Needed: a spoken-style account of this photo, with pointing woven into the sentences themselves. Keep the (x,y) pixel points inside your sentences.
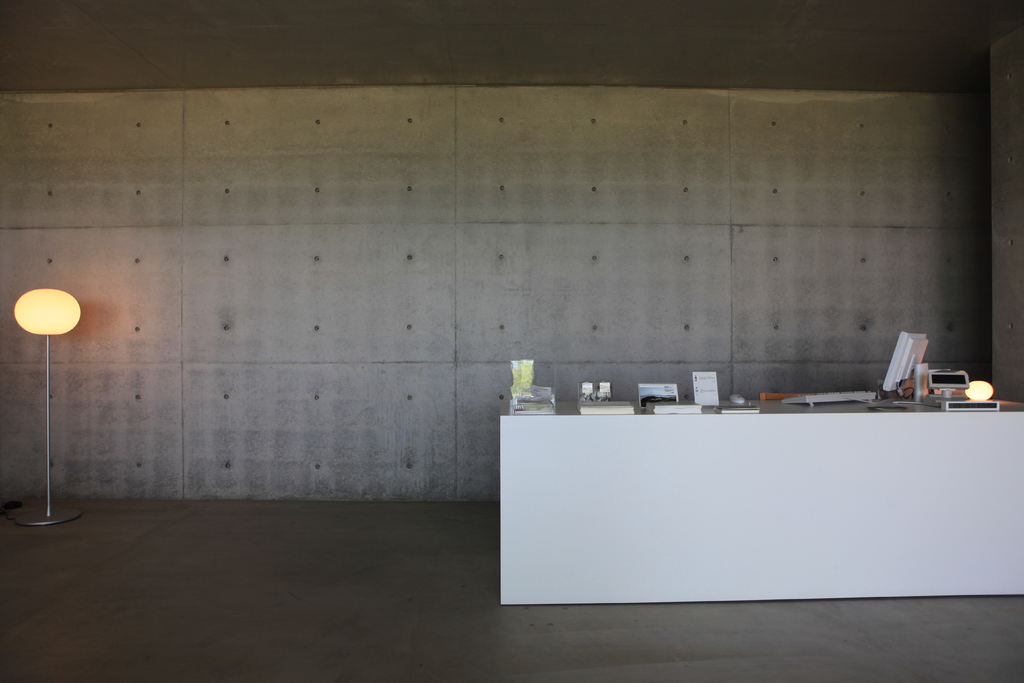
In this picture, we can see the ground (420,563), table (667,443) and some objects (699,376) on the table (871,403) like computer (897,349), papers (653,394), and we can see the wall (877,378), lights (980,393), and pole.
